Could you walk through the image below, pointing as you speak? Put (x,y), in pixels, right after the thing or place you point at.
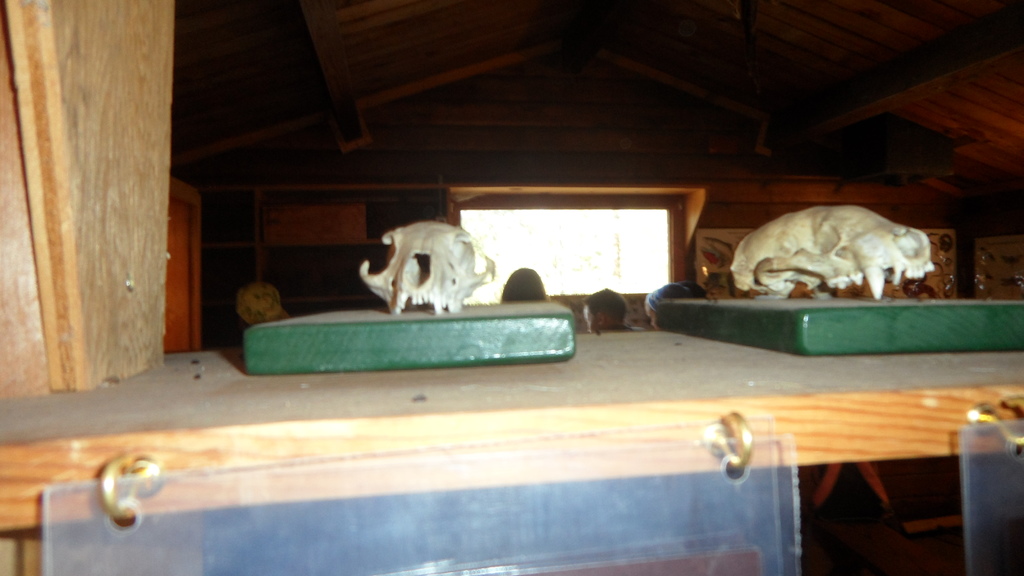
In this image, we can see green objects (942,329) on the wooden shelf (524,399). On these green objects (825,334), we can see animal skulls (447,308). At the bottom of the image (761,547), there are boards (589,548) attached to the hooks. In the background (339,276), we can see the people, wall (354,277), window (508,259), some objects (1008,270) and ceiling (700,62).
